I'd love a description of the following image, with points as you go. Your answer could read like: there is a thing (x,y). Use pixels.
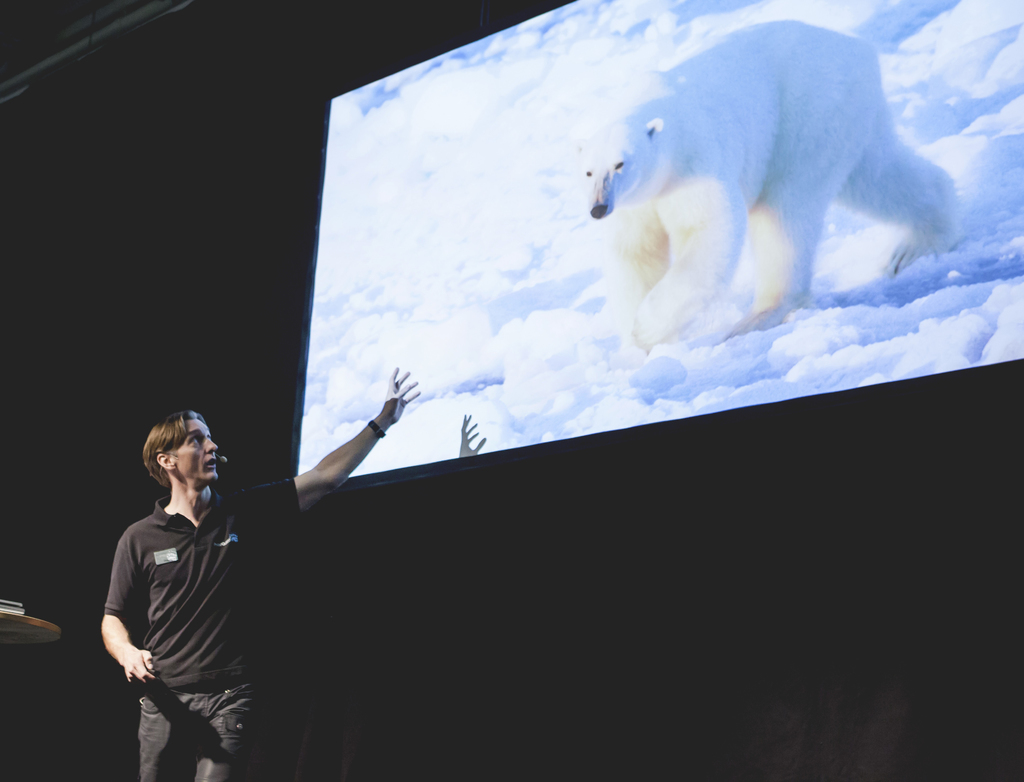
There is a man (118,602) standing and talking and we can see object (12,612) on the table (31,623) and screen (469,345), in this screen (469,345) we can see polar bear (687,235) and snow (565,209). In the background (152,255) it is dark.
